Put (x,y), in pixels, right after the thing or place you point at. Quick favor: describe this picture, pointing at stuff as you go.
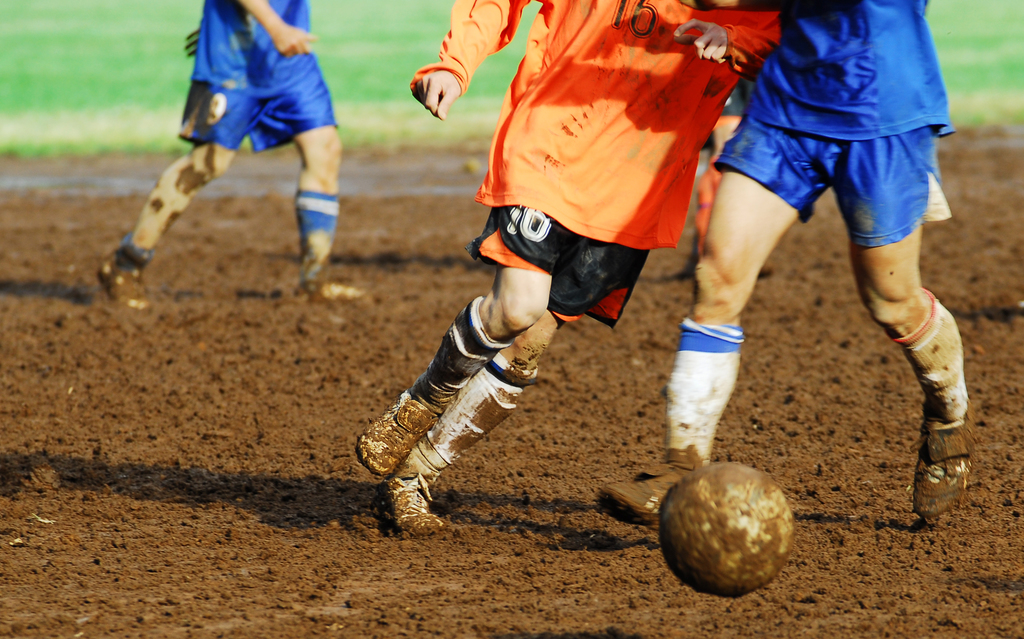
In this image we can see some people (755,231) are playing football. The bottom of the image (210,466) is filled with mud (256,401) and top most of the image (123,57) is grassy.
